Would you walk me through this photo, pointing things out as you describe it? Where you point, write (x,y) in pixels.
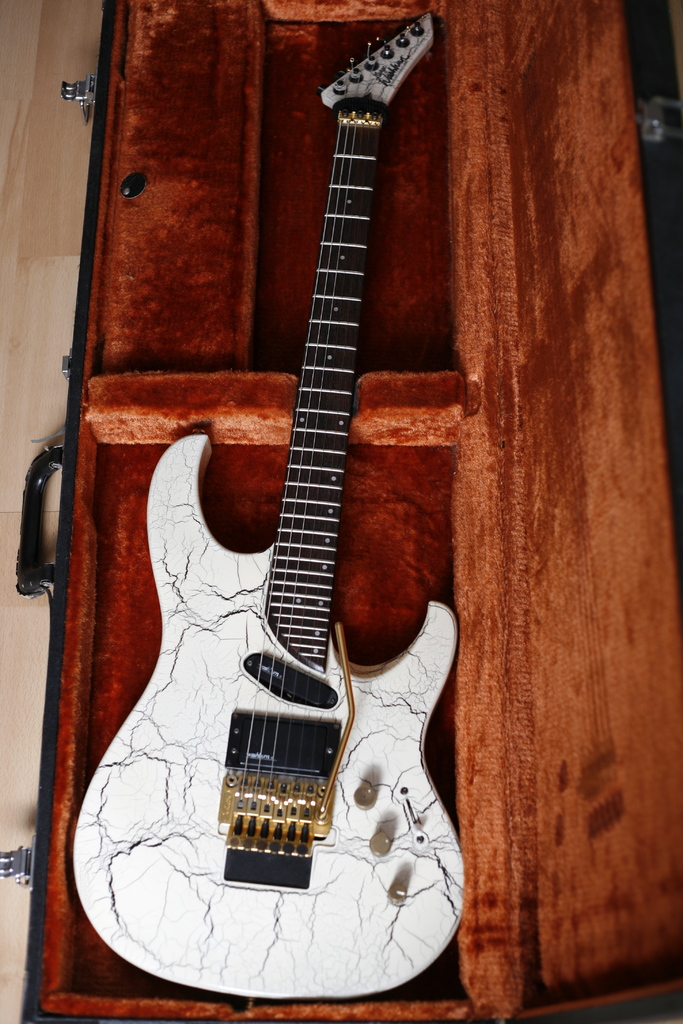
In this image there is a white color guitar (230,920) kept in a wooden guitar case (97,212).
